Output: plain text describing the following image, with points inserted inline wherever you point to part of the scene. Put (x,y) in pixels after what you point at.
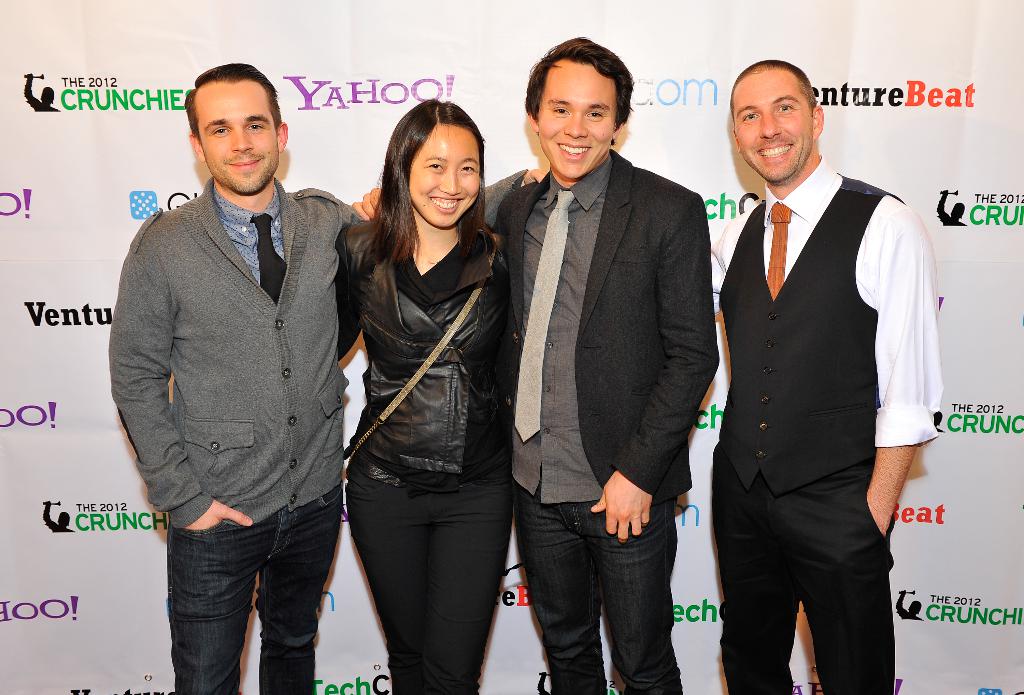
In this image there are a few people (412,337) standing with a smile on their face (428,178) are posing for the camera, behind them there is a sponsor banner (141,175).
